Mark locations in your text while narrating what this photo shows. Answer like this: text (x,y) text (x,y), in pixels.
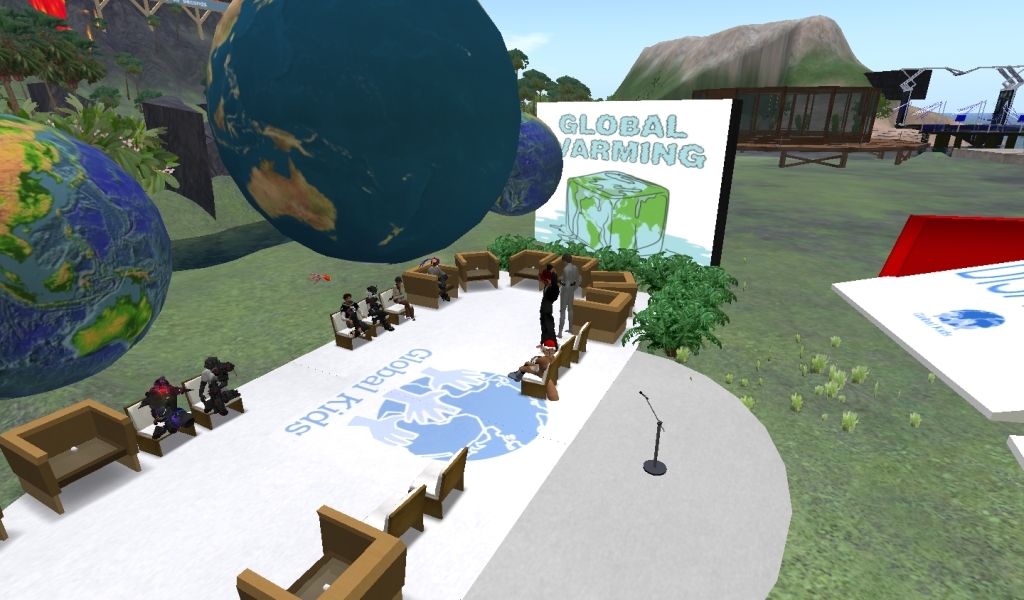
In this image I can see the animated picture in which I can see few globes (338,134), few trees (669,259), a microphone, the white colored floor (465,399), few couches (587,331) and few persons (171,404) sitting on the couches (63,453). In the background (201,54) I can see few mountains (160,50), few trees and the sky (961,28).
